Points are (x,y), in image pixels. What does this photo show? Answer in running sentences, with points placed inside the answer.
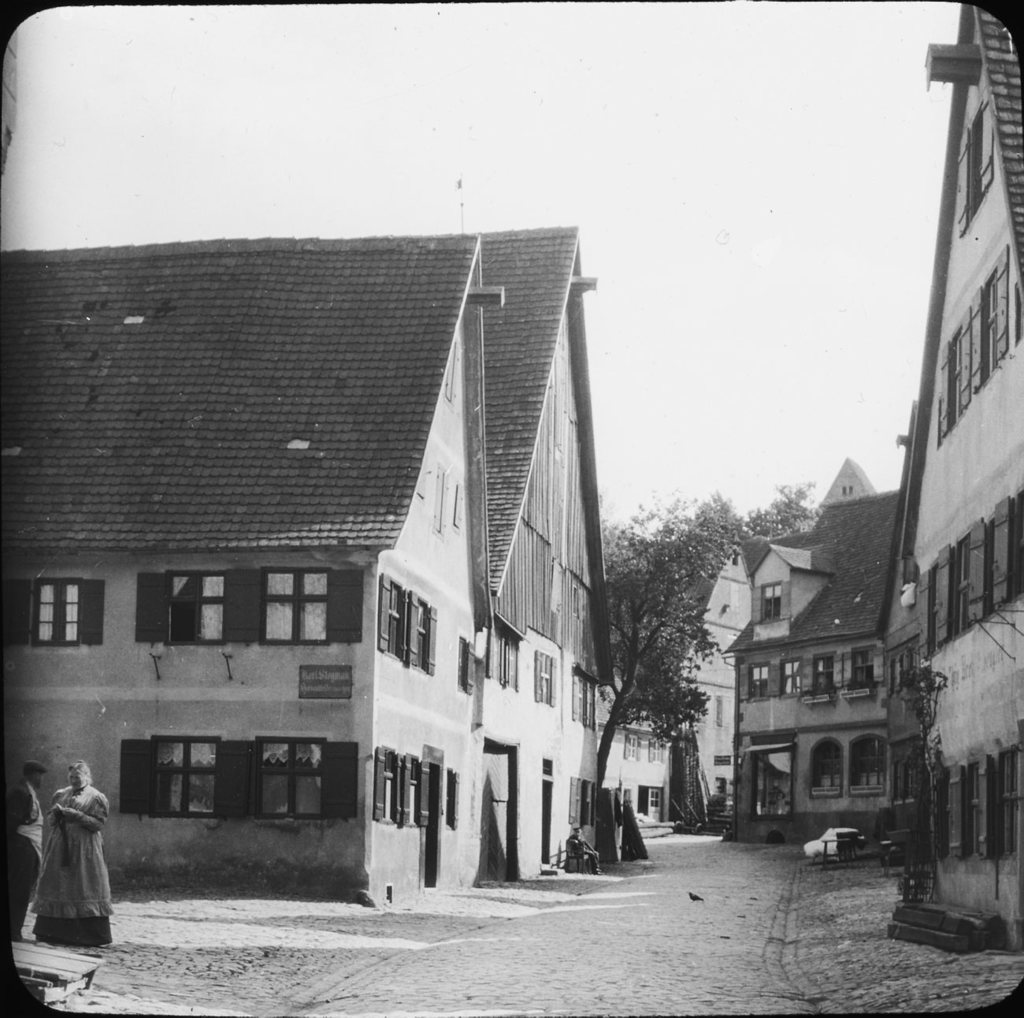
This is a black and white picture. In the center of the picture (442,473) there are houses (473,560), trees (660,619), windows (851,654), doors (509,806), road (695,838) and a person (585,848). In the foreground of the picture (242,952) there are road (576,968), soil (230,935) and people (52,852). The picture has a black border (36,2). Sky (512,96) is sunny.
